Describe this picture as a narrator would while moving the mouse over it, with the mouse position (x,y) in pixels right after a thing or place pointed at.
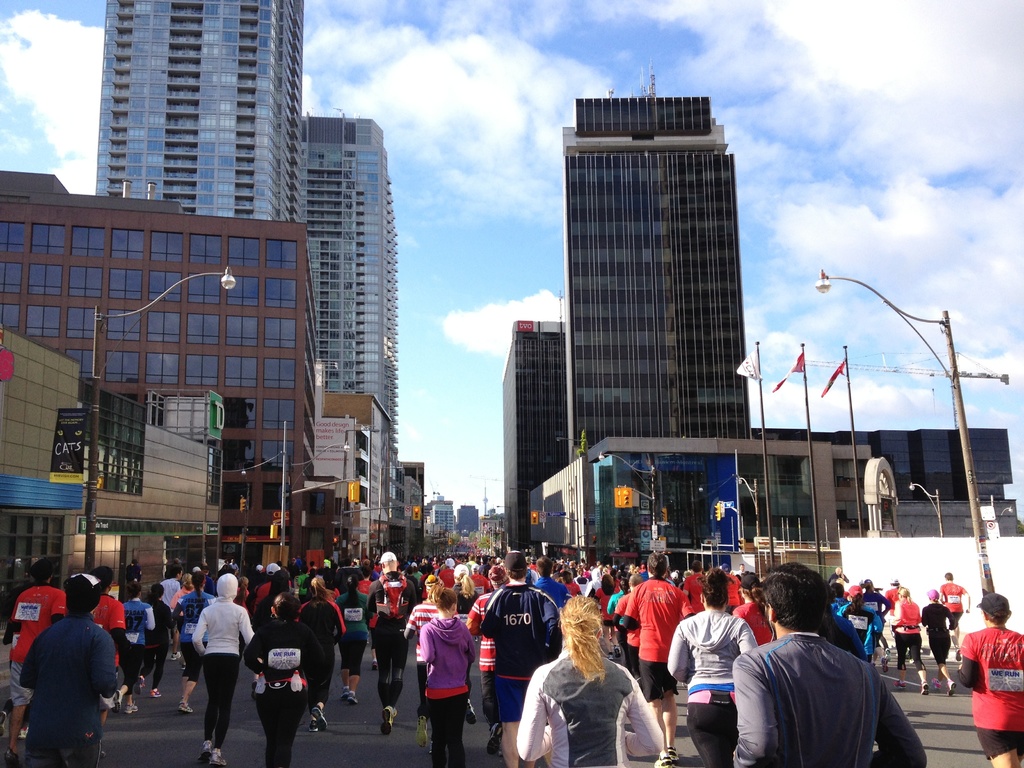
In the image there are many people (486,693) running on the road (475,674) with buildings (692,403) on either side, it seems to be a marathon and above its sky (530,96) with clouds (873,111).
